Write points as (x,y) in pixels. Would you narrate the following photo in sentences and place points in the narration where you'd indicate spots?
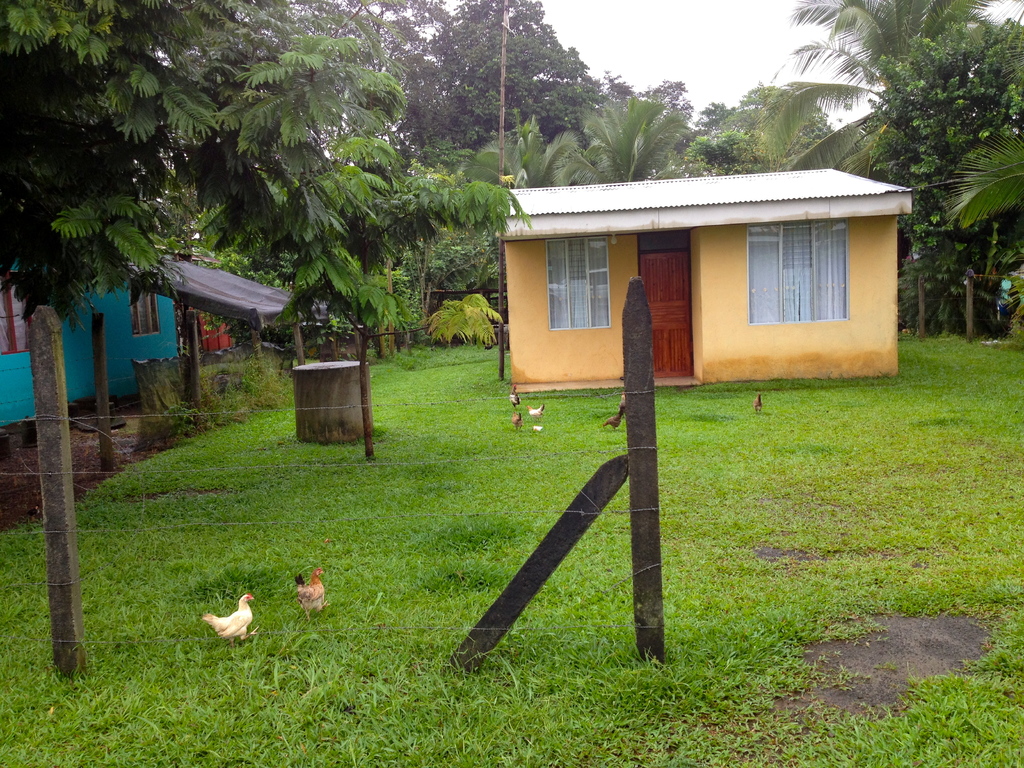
In this image I can see a fence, flocks of birds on the grass (509,498). In the background (681,366) I can see houses (528,342), trees (310,303), windows (594,273) and the sky (737,40). This image is taken may be during a day.
